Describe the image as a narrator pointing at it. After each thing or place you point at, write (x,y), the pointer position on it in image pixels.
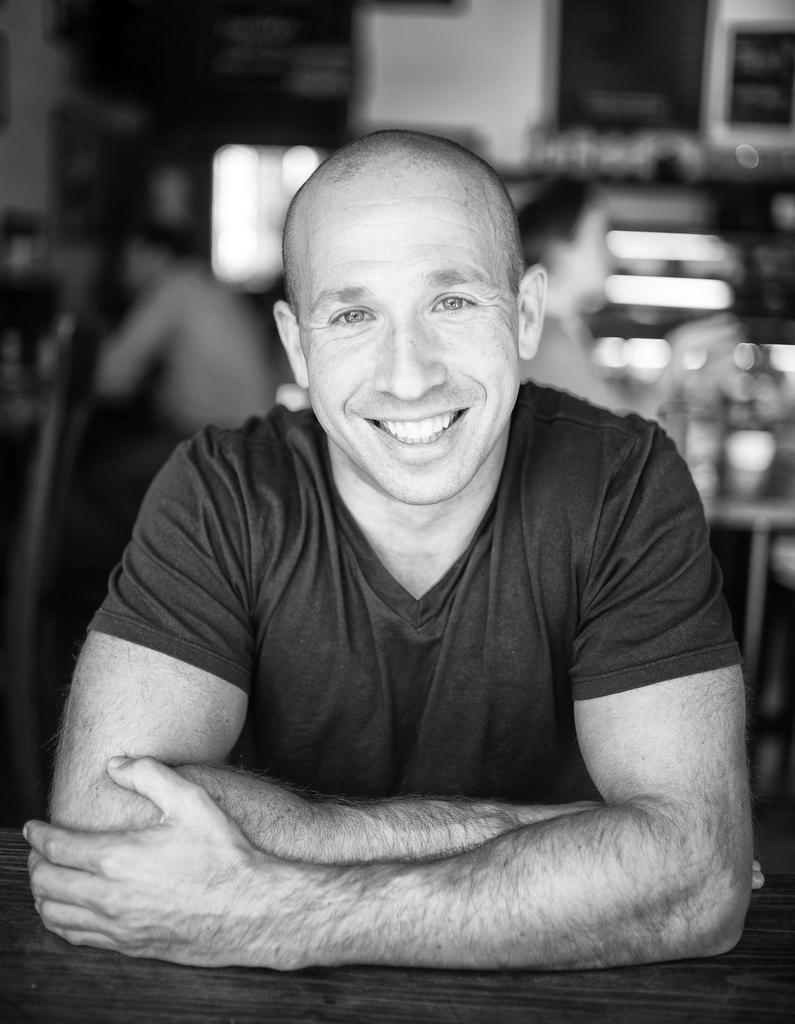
This is a black and white picture, in this image we can see a person (478,632) smiling and the background (75,327) is blurred.
